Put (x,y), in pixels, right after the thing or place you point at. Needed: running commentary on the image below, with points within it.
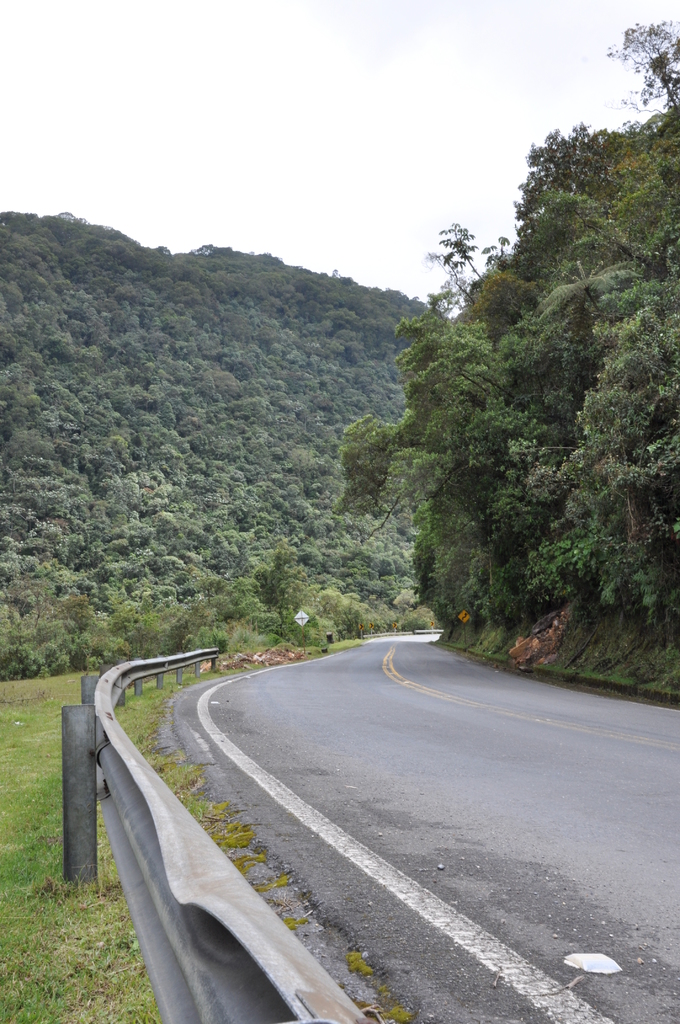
At the bottom of the image (115,846) there is road (492,853) and fencing (137,681) and grass (53,708). In the middle of the image (295,635) there is a sign board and trees (260,552) and hills (129,253). At the top of the image (419,215) there is sky (423,250).
